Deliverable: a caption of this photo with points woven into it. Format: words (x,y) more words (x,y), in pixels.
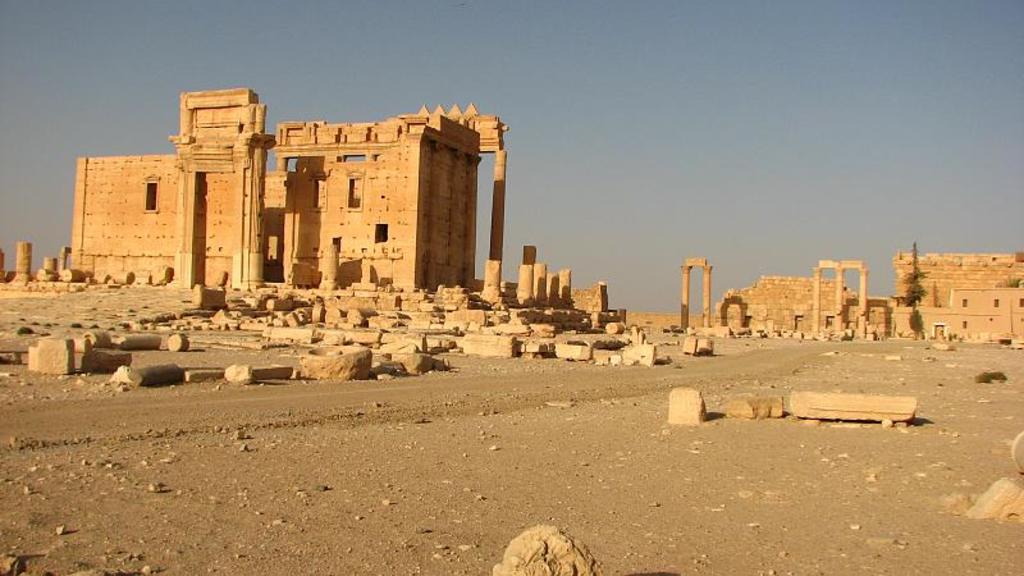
In this image, we can see some forts (792,284). We can see some pillars (23,273) and the ground (465,435) with some objects (396,370). We can also see the sky (812,266).
